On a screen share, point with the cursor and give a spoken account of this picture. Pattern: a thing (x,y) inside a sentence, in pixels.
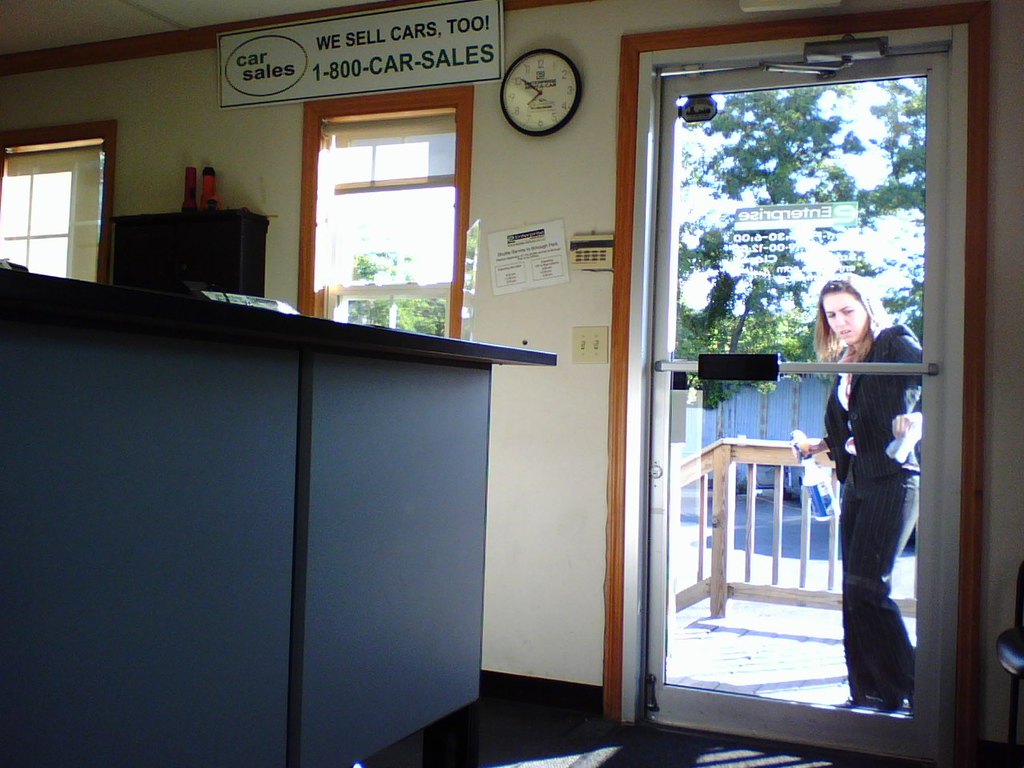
In the foreground (383,413), I can see a desk (451,348) and a woman (866,640) is standing outside the door (787,623). In the background (556,455), I can see a wall (604,441), clock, board (495,76), windows (406,294), trees (428,322), fence (748,416) and buildings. This image might be taken in a day.
